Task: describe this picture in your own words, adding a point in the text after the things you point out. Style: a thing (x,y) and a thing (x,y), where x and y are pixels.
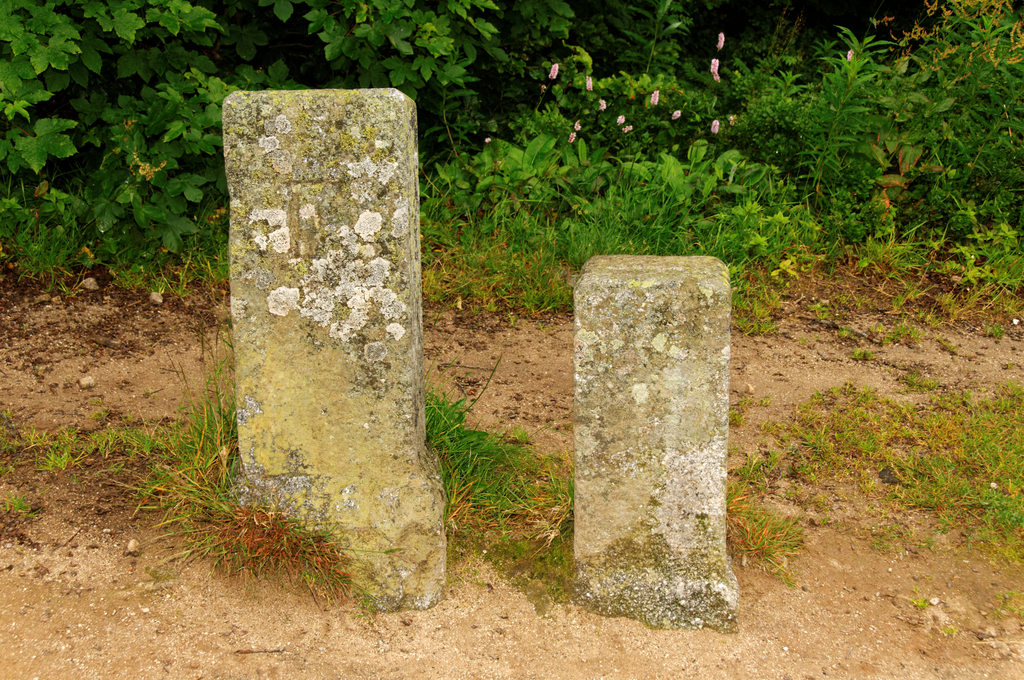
In this image two pillars (372,459) are on the land (463,533) having some grass (226,442) and plants (735,233). There are few flowers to the plants (614,140).
